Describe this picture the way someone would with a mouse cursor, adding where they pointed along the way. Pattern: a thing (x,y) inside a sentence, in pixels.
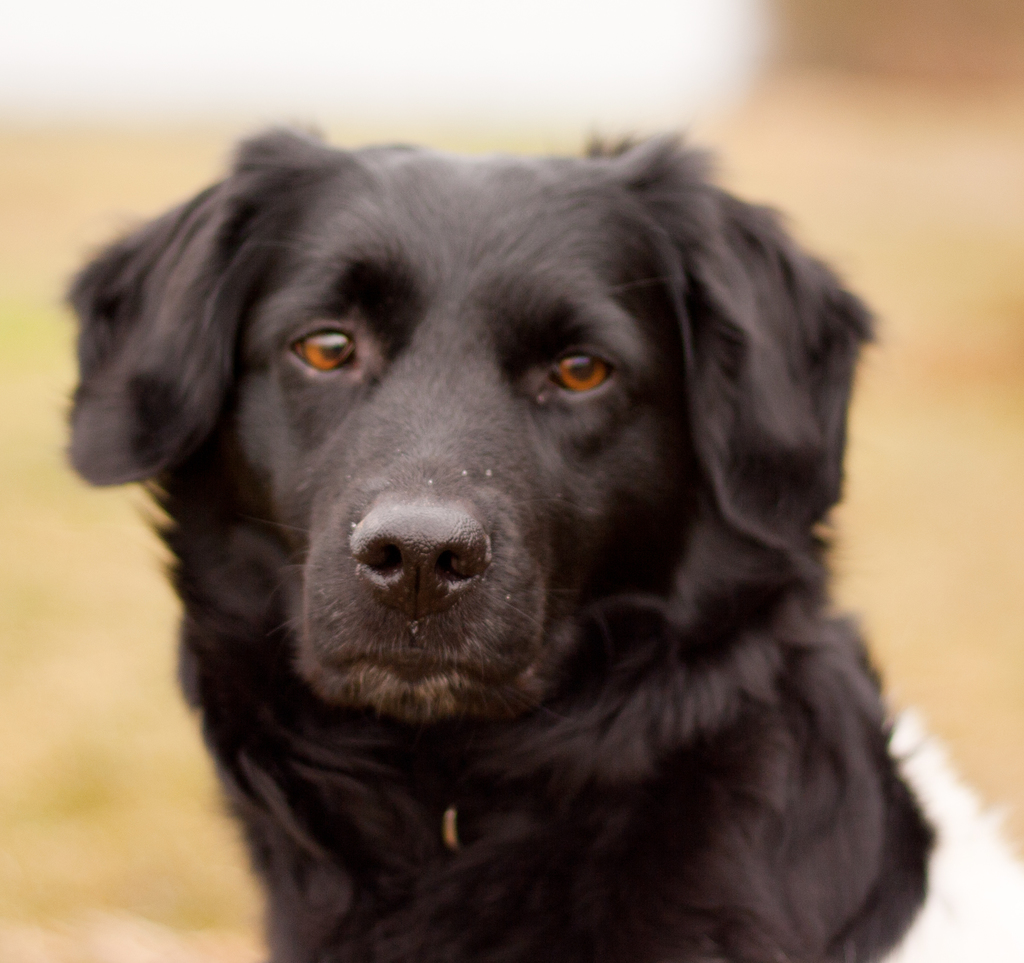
In this image we can see a dog (422,555), and the background (496,23) is blurred.
